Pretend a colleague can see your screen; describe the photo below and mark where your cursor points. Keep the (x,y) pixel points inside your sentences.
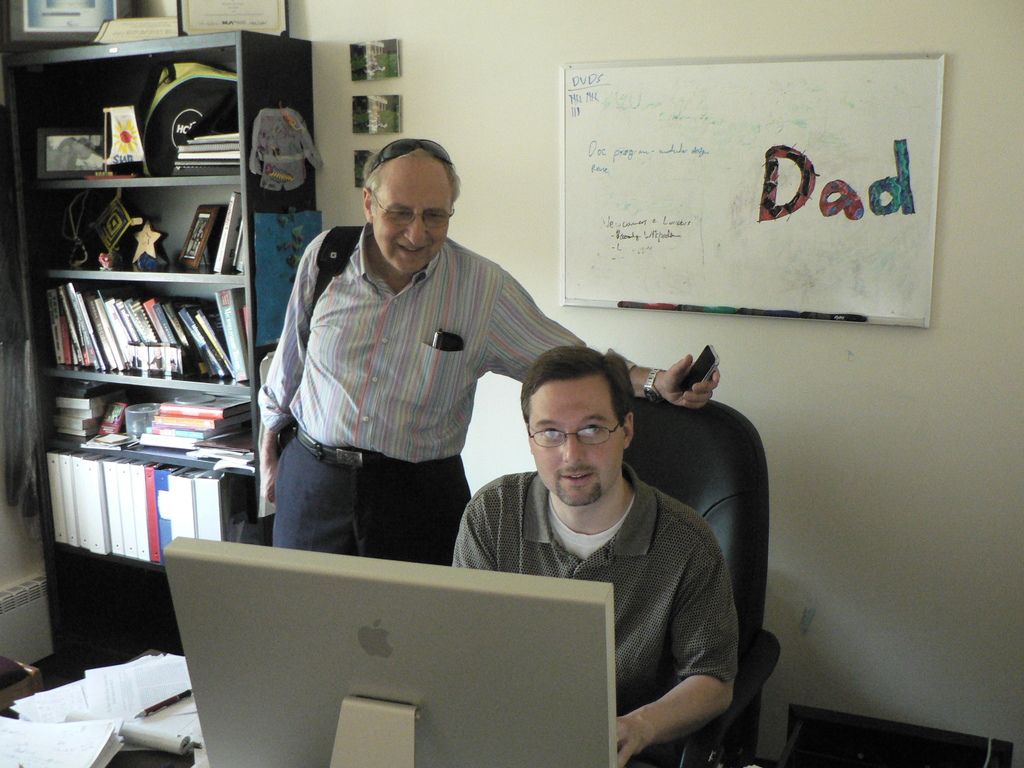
In the picture we can see an inside view of the office (716,629) with a man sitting on the chair (751,634) near the desk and another man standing beside him on the desk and we can see a computer (258,719) and besides, we can see some papers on the desk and in the background (171,264), we can see a rack (62,96) with books (94,537), and something (113,537) placed in it and besides we can see a wall (855,418) with a board (665,82) which is white in color with some things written on it.
